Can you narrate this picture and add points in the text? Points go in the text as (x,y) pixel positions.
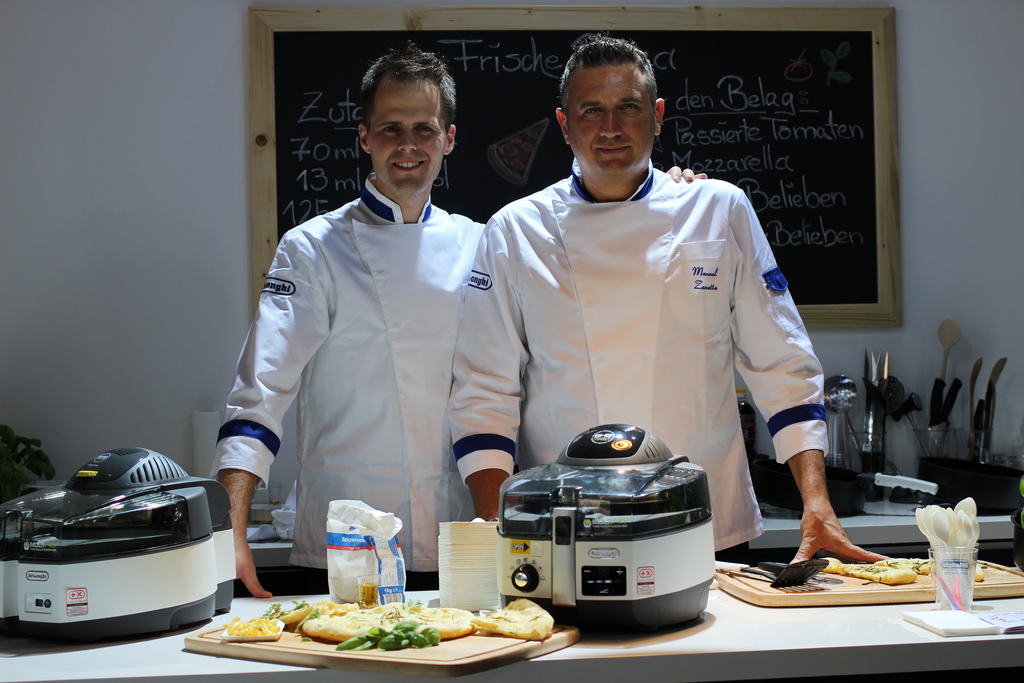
In this image I can see two people (500,376). I can see some objects (505,590) on the table (722,608). In the background (481,100), I can see some text (732,98) written on the blackboard (758,61).
